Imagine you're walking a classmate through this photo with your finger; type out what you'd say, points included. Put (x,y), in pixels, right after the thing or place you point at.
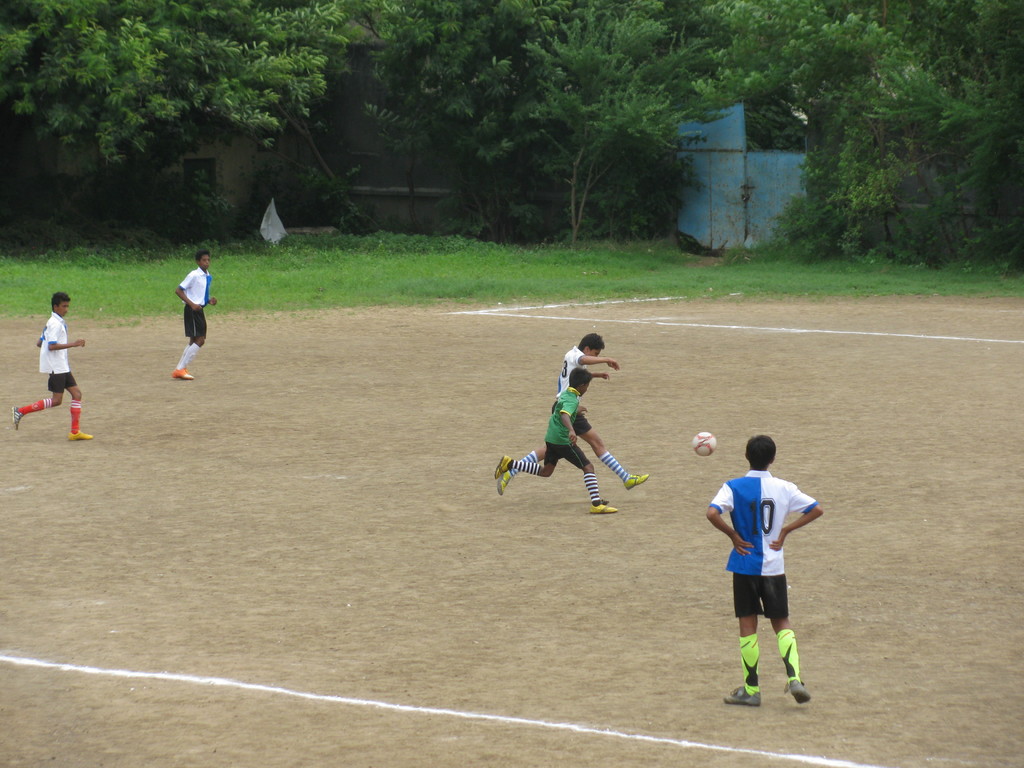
In this image I can see there are four boys (499,474) running on the ground (523,477) and on the right side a boy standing on the ground (546,477) and I can see a ball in the middle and at the top (836,108) I can see trees (795,108) and I can see a blue color gate (726,203) visible in the middle of trees (896,148) and I can see green color grass (437,272) in the ground (317,301).
